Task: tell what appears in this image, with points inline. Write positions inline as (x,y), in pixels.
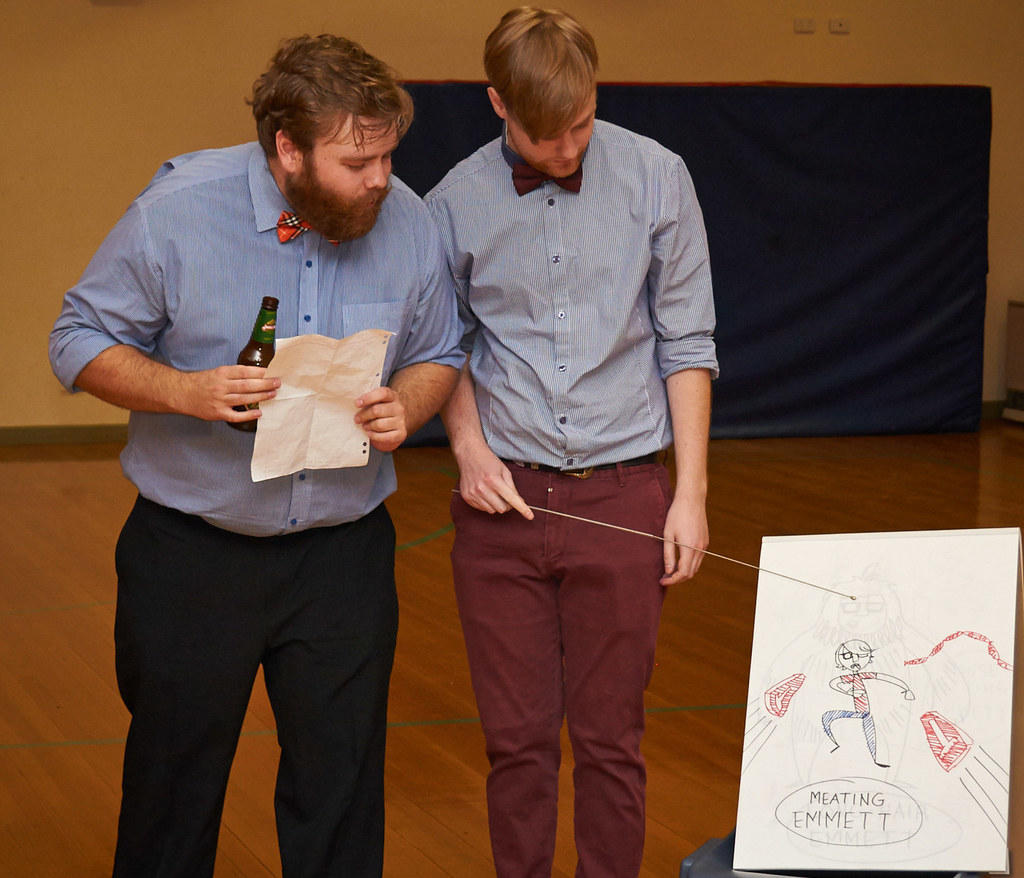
In the center of the image (682,446) there are two persons (307,851) standing. In the background of the image (691,52) there is a wall (187,11). At the bottom of the image (60,664) there is floor (66,787).
